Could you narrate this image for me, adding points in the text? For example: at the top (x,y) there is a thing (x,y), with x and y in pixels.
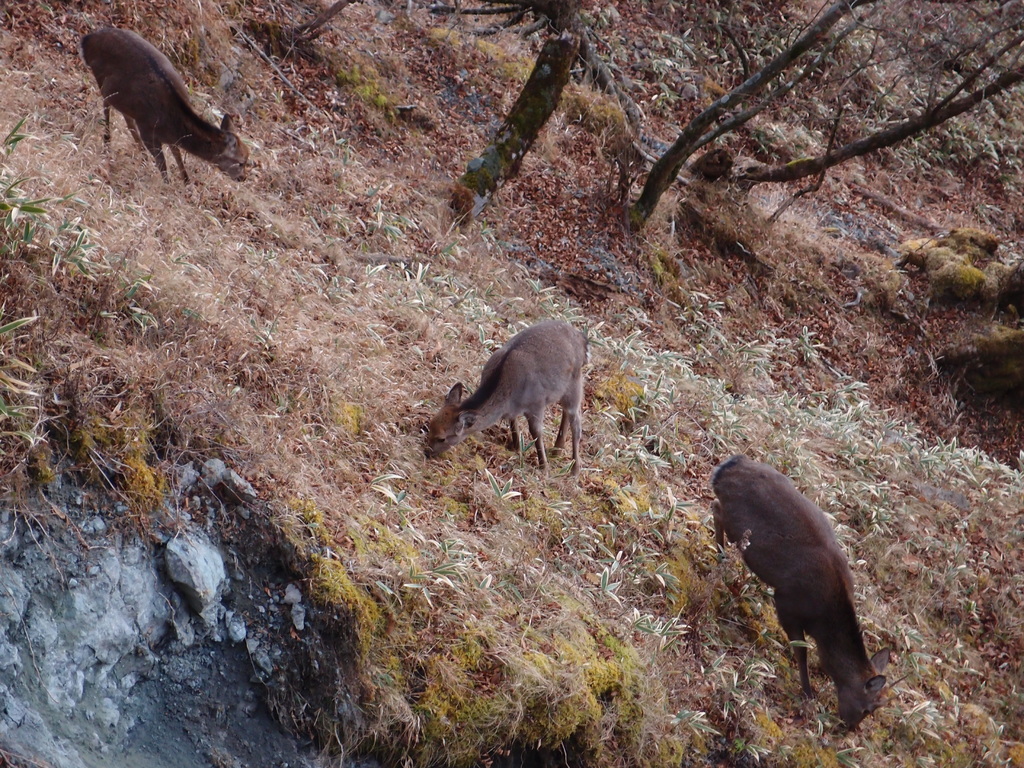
In this picture we can see animals (178,118) on the ground (306,391) and in the background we can see grass (322,398), trees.
